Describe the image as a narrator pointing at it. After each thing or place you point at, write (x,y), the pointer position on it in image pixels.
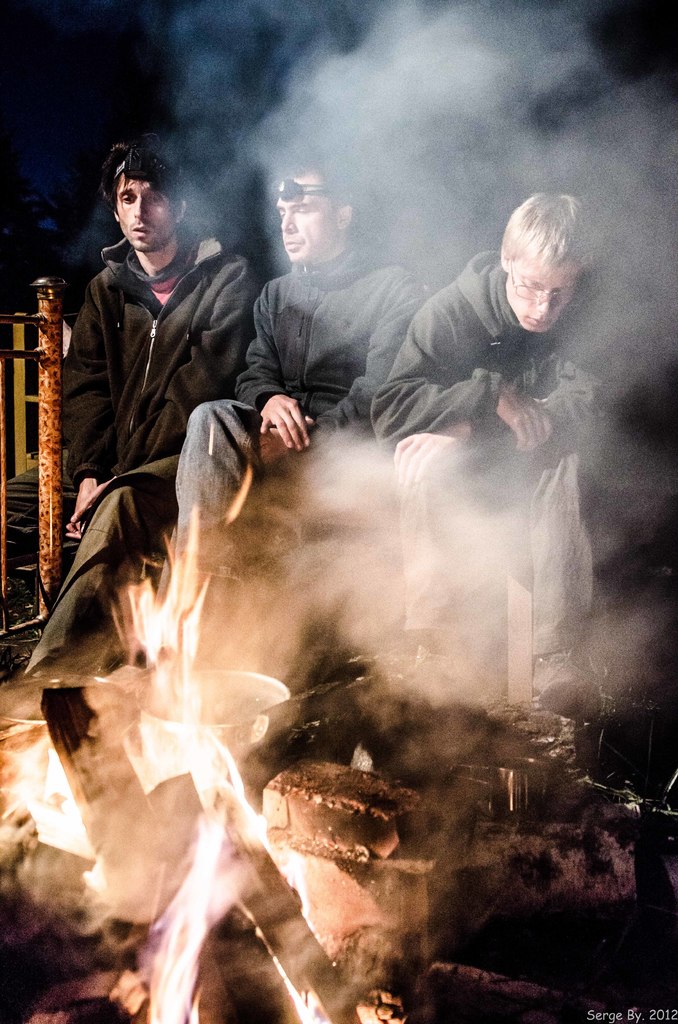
In the picture we can see three people (517,358) are sitting on the bench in front of them, we can see some sticks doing a fire (96,872) and smoke (377,464) coming out and three people (554,284) are wearing hoodies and behind them we can see dark.
